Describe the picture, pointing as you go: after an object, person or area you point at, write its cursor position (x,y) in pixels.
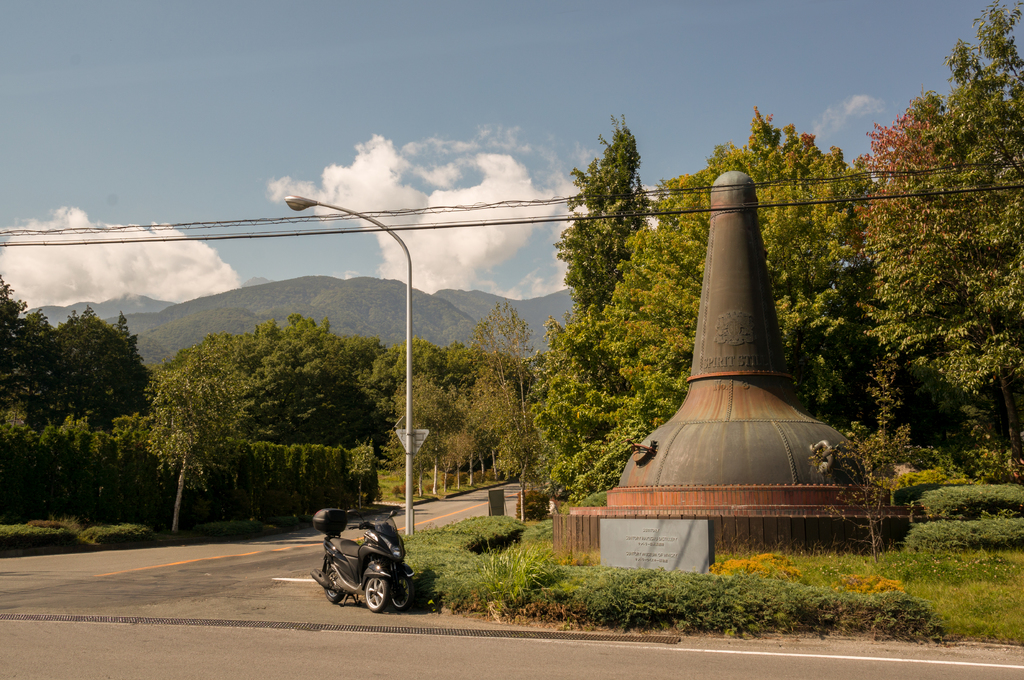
In the image I can see a place (695,441) where we have a sculpture (706,461), bike (381,607) and also I can see some trees (419,345), plants (665,612) and mountains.
